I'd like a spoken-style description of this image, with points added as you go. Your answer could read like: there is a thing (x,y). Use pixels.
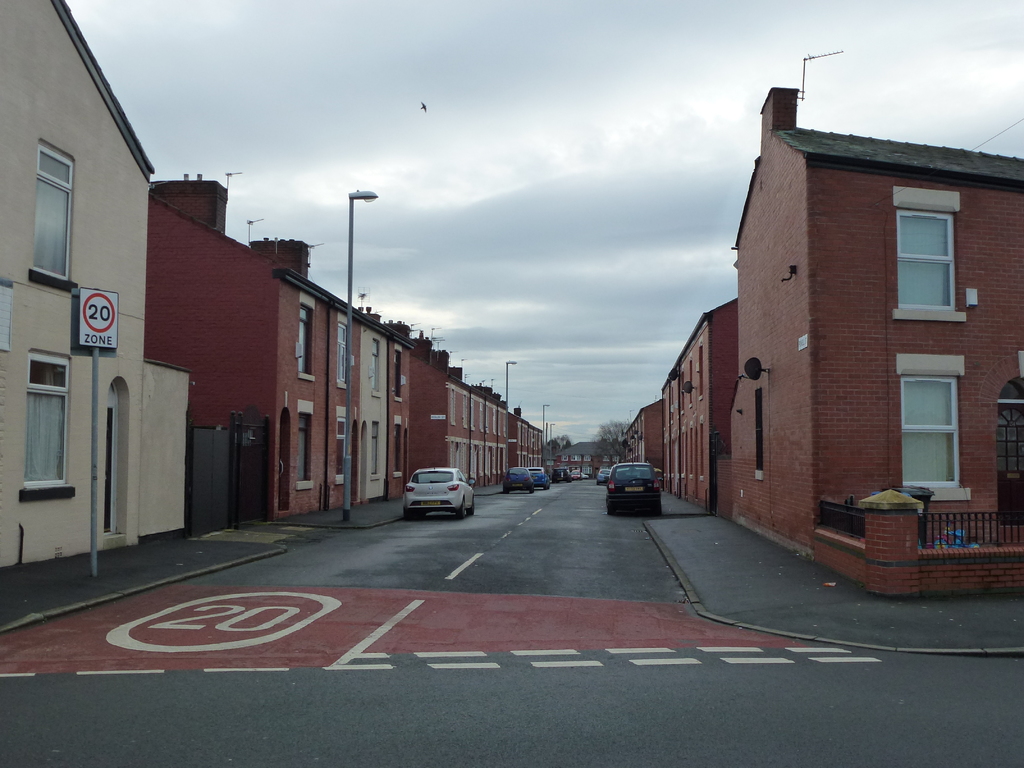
This image is taken out side of the road (498,519) in the central there are cars (527,489) parked on the road (557,491). On the left side (159,401) there are buildings (344,416) and there are poles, and on the right side (706,415) there are buildings (780,445) which are red in colour and the sky (542,139) is cloudy.
